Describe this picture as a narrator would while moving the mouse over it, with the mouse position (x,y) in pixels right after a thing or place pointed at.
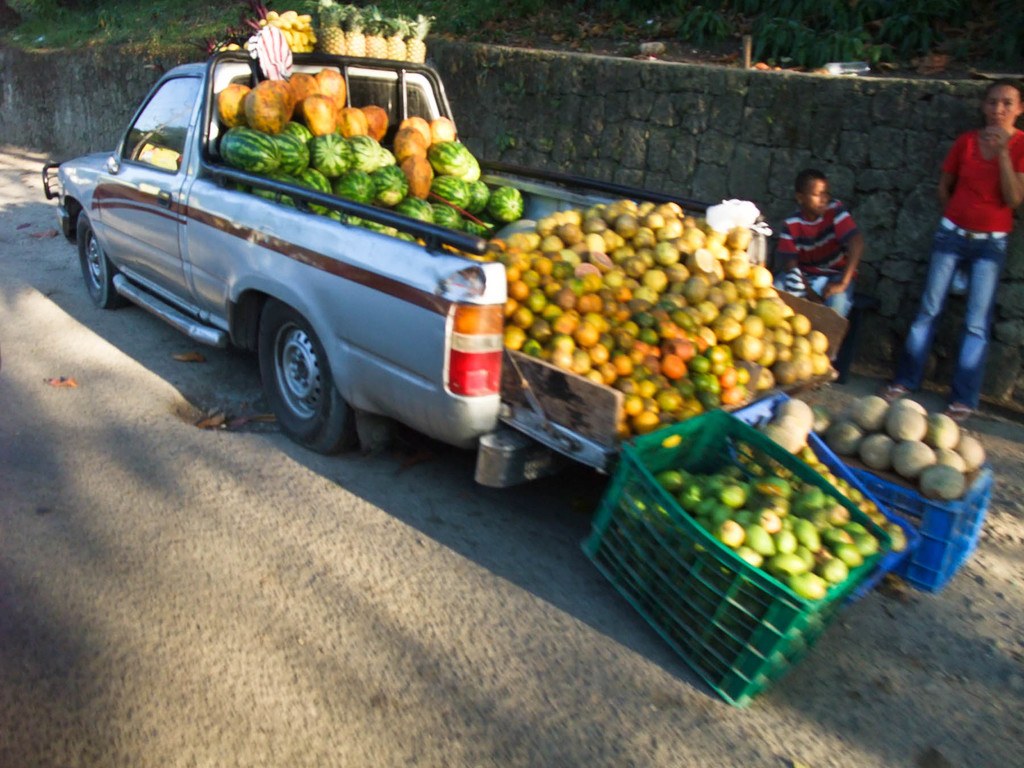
In this image there is one vehicle (335,360), and in the vehicle (380,394) there are some fruits (619,316). And at the bottom (308,690) there is road (135,512), and on the right side of the image (744,602) there are three baskets (749,642). And in the baskets (879,541) there are fruits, and in the background (816,252) there are two people (816,232) one standing and one sitting and there is a wall (522,83) some plants (1000,26) and some objects (836,63).
